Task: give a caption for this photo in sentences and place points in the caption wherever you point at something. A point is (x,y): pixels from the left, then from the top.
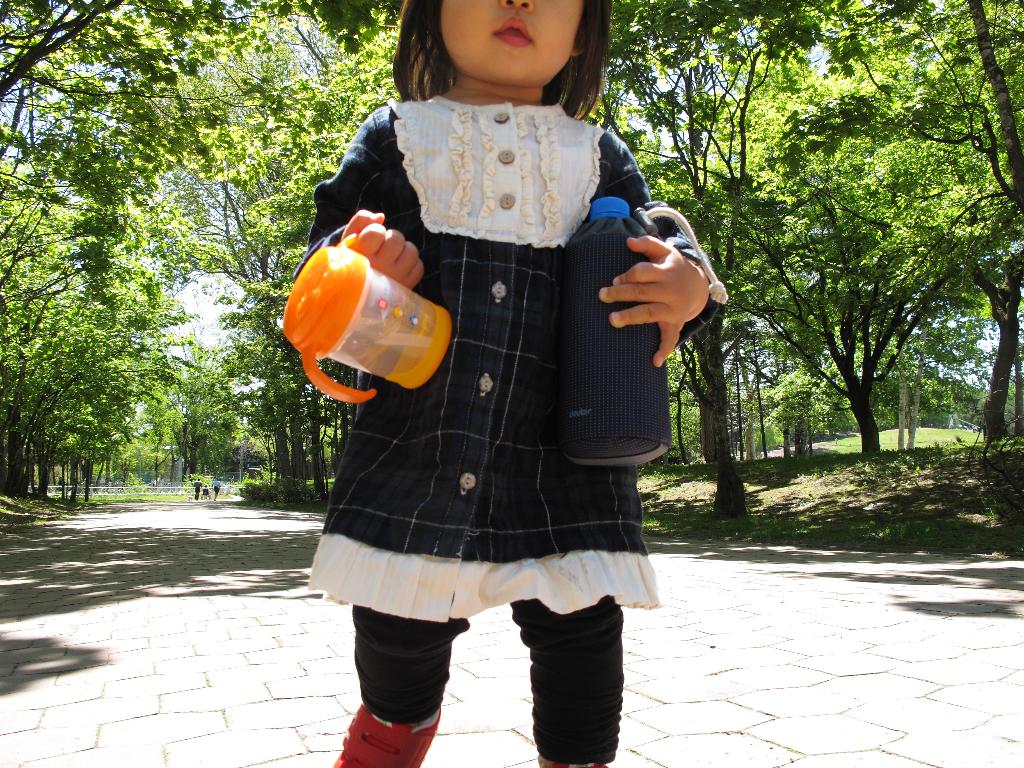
In this image we can see a kid (400,443) wearing black color dress (405,571) walking and holding baby sipper (404,356) and bottle (617,345) in her hands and at the background of the image (201,350) there are some trees (198,422) and some persons (205,491) walking.
